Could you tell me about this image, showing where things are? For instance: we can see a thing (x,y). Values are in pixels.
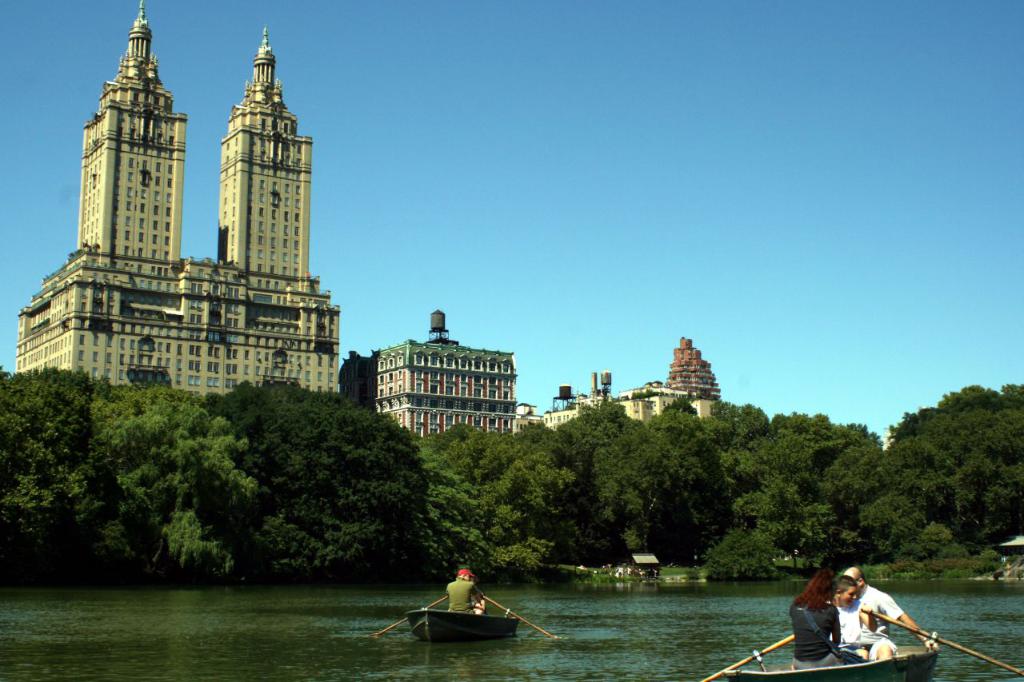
In this image we can see the people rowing the boats (445,615) on the water (635,635) and also we can see some people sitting on the boats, there are some buildings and trees (640,510), in the background (574,382) we can see the sky (559,377).
